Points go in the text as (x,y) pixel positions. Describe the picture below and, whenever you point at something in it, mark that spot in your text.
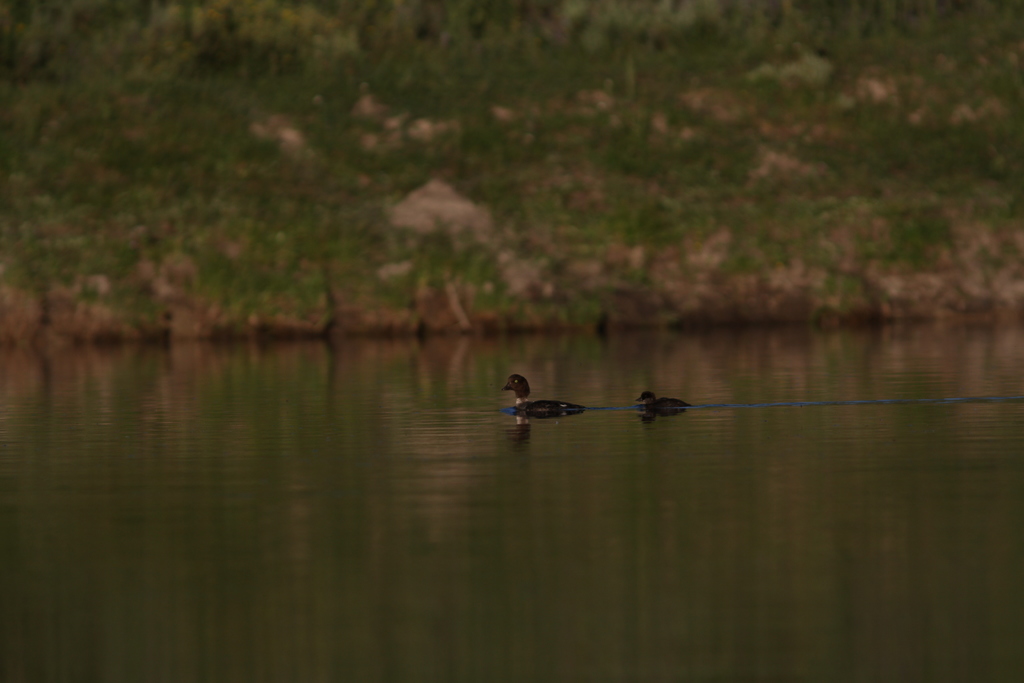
In this picture I can see the ducks (576,407) on the water (576,420), in the background (296,4) there are plants (646,170).
